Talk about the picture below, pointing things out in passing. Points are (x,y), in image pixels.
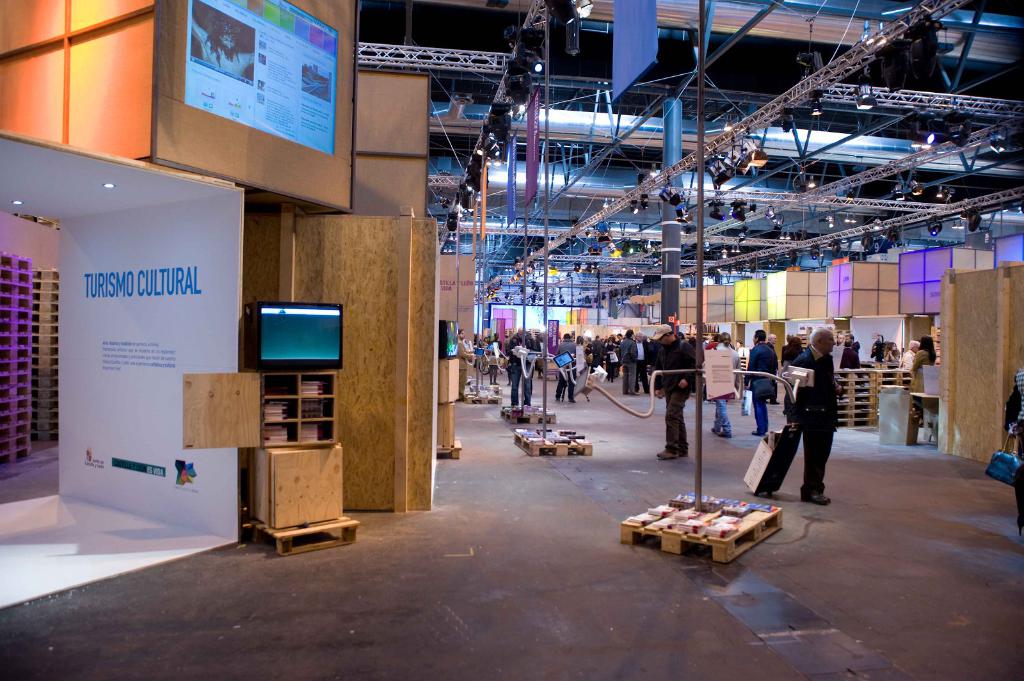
In the image on the left side (111,297) there is a board (110,268) with some text (117,286) on it and also there are few cupboards (169,33). And also there is a screen (233,87). And there is a screen (320,353) on the cupboard (271,422). Inside the cupboard (292,411) there are few things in it. And there are few people (764,367) in the image and also there are rods (697,348) on the wooden objects (748,532). In the background (790,303) there are many cupboards (835,298) and some other objects (687,327). At the top of the image (575,149) there is a ceiling (834,161) with lights (760,155), rods (458,237) and banners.
